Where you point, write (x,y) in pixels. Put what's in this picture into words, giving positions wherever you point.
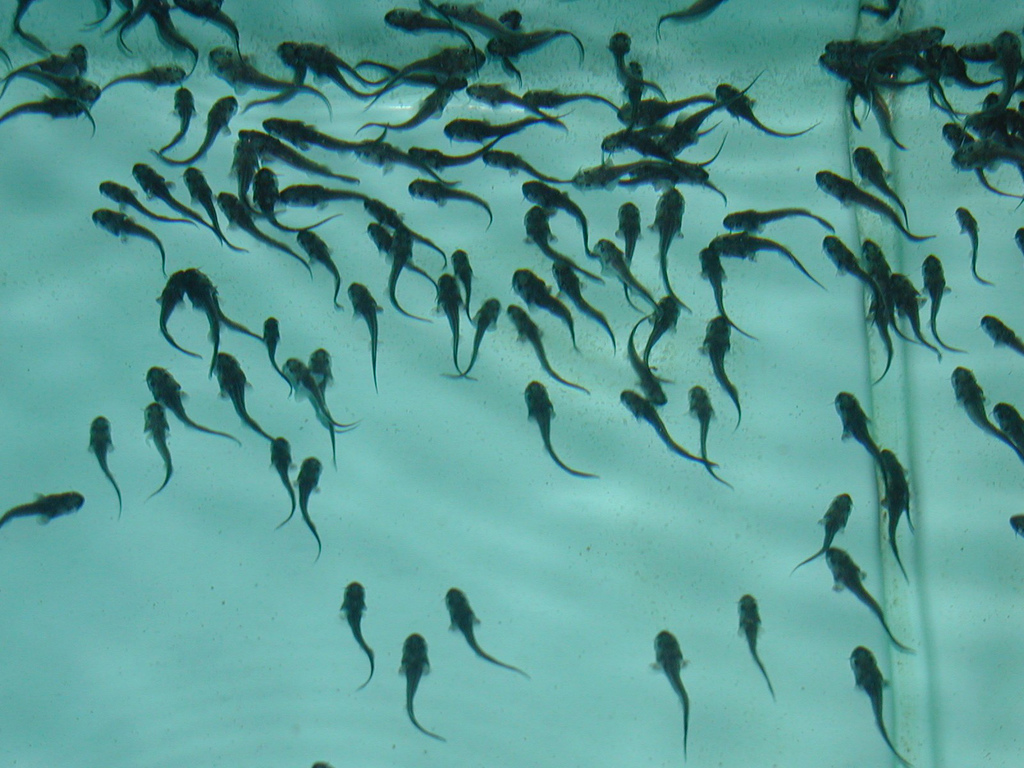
In this image, we can see there are fishes (334,58) underground of the water (643,457). And the background (136,559) is blue in color.
